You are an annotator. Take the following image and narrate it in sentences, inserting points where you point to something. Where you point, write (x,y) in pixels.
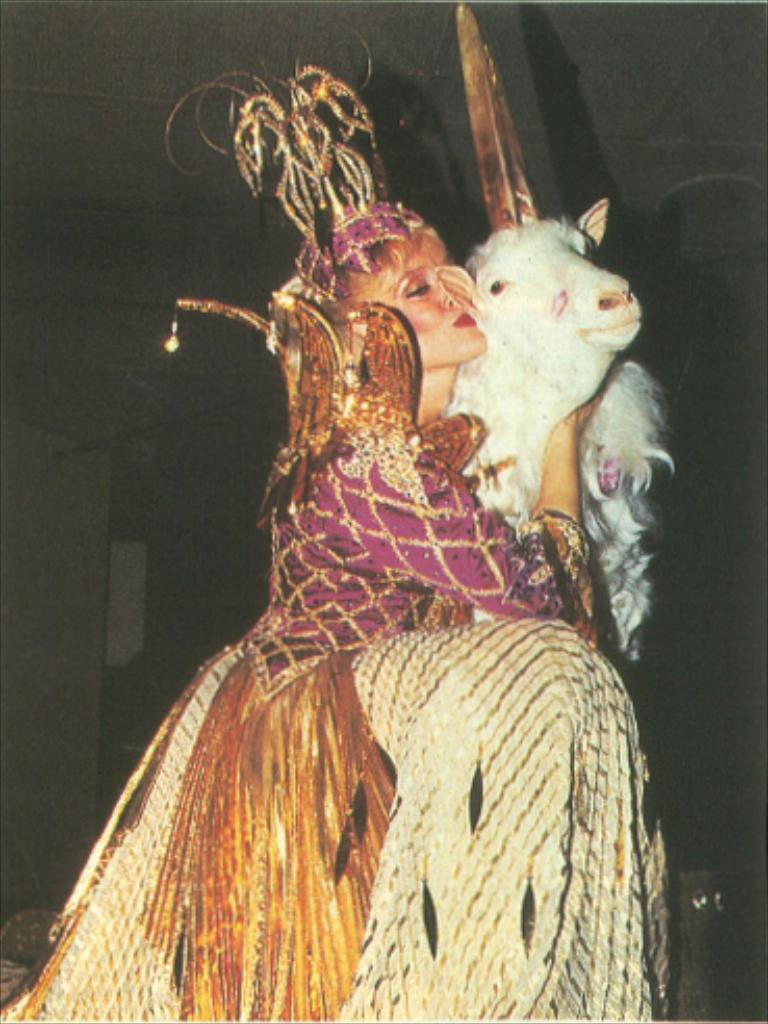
In this image in the center (327,419) there is one woman (384,611) who is wearing some costume (346,425) and she is holding a goat (554,336), and in the background (84,517) there are some objects (84,660). At the top there is ceiling (240,66).
